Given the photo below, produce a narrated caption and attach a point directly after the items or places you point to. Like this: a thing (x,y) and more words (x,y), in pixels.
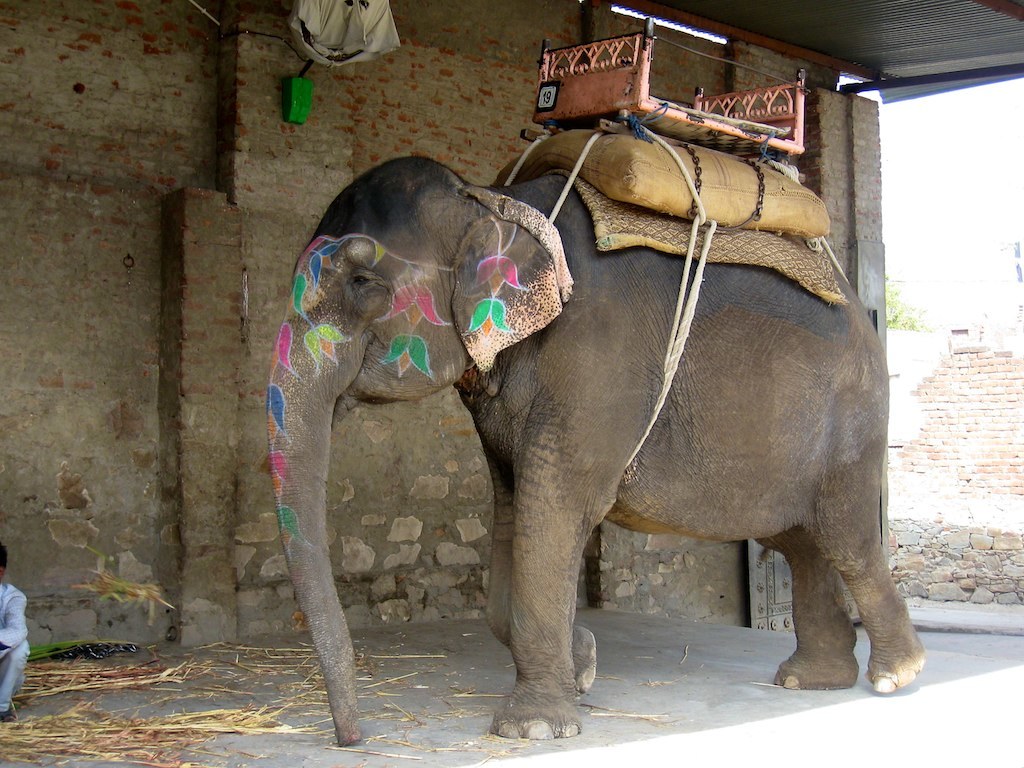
This is the picture of a place where we have a elephant (558,506) on which there is a wooden seat like things (790,112) and some painting (514,269) on it and to the side there is a brick wall (257,580) and some other things (853,1) around.
